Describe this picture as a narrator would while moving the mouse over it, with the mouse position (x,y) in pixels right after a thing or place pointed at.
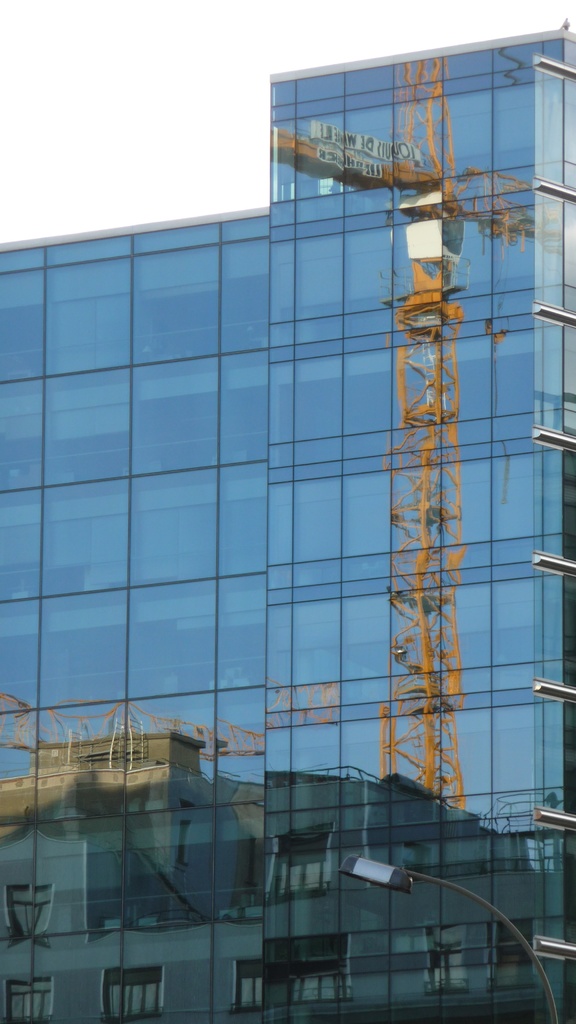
In this image we can see a glass building (276,673). On the glass (181,767) we can see the reflection (267,776) of a tower crane (432,282) and a building (185,818). In the bottom right (400,889) we can see a pole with a light (408,882).
